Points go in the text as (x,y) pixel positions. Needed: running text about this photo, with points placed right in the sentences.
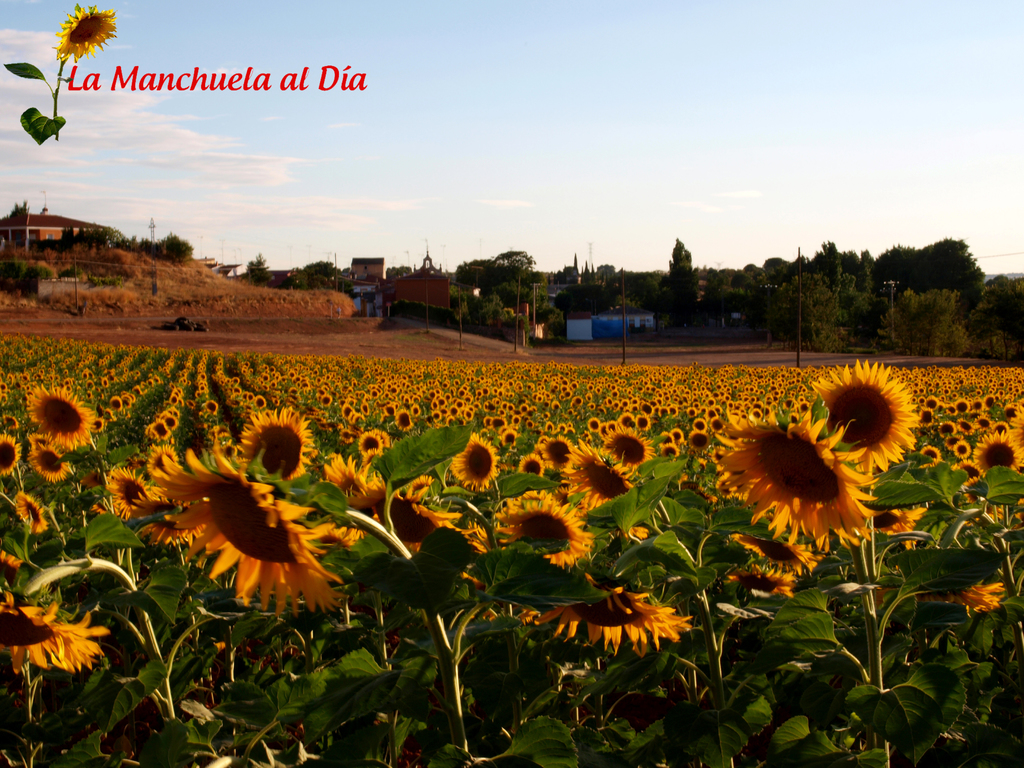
On the top left (179,84), there is a watermark (62,58). Below this, there are plants (363,372) having sunflowers (92,381) and green color leaves (938,657). In the background (783,331), there is a dry land (103,309), there is a hill (117,306), there are trees (791,301), there are buildings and there are clouds (86,122) in the blue sky (642,82).
